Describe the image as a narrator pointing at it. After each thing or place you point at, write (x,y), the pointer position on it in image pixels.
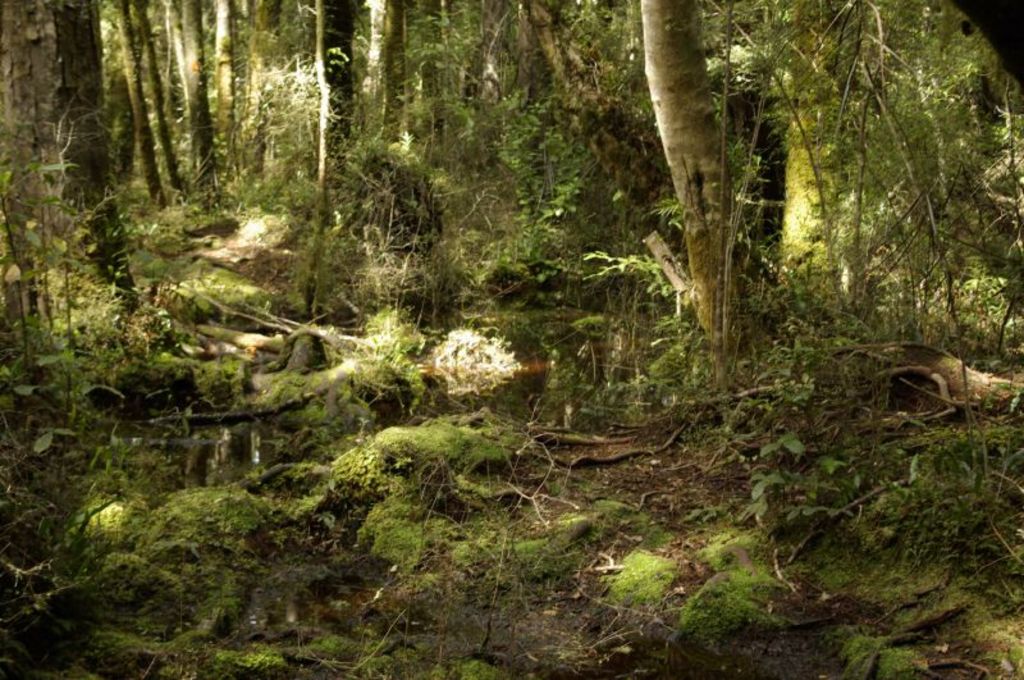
In this image I can see the grass (355,667). I can see the water (560,358). In the background (415,191), I can see the trees (450,114).
